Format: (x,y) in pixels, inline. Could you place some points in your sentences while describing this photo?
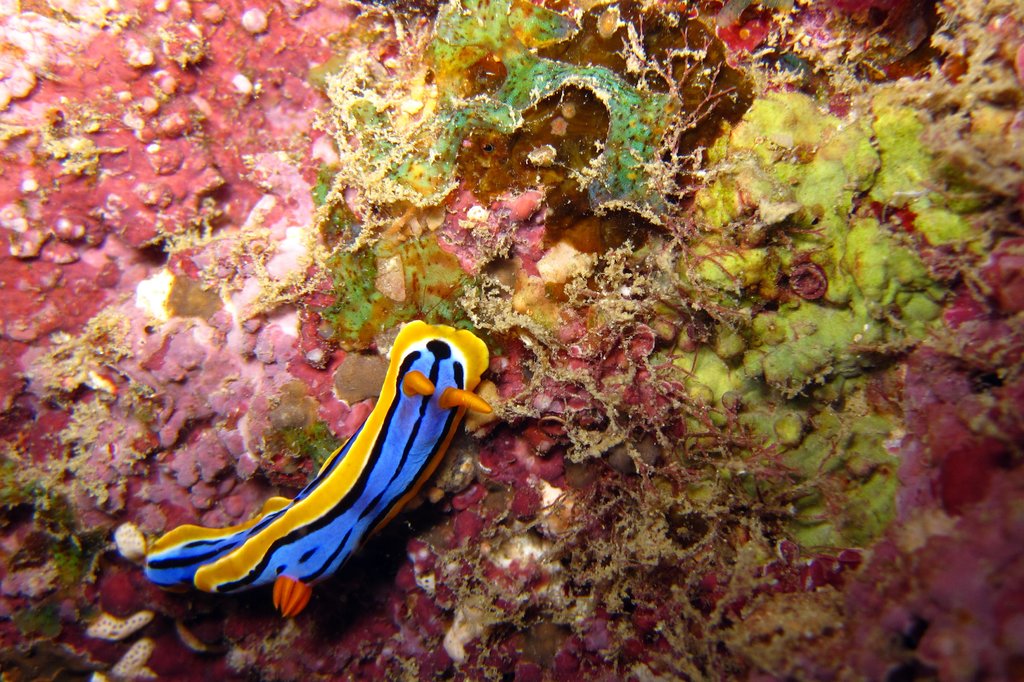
In this image there is a snail (358,532) and in the background (694,14) there are sea plants (878,367).
